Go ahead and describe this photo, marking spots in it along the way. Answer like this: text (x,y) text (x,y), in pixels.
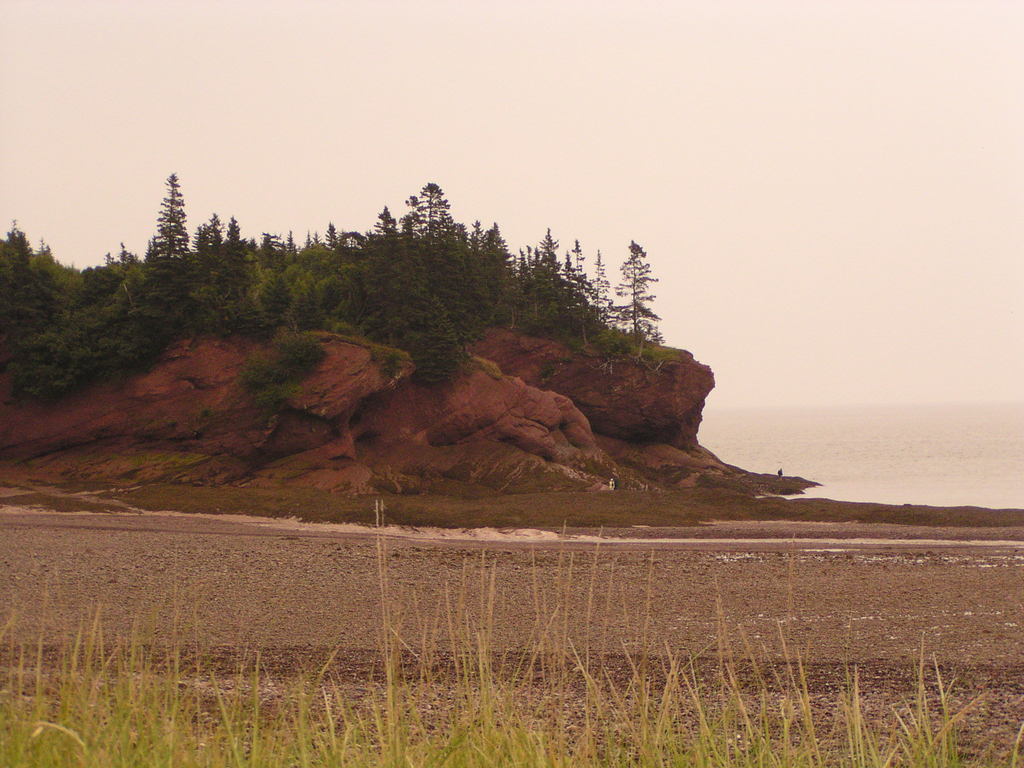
In this image there is a big rock (195,357) on which there are plants (272,272). At the bottom (511,561) there is sand (556,625) on which there is grass (587,667). At the top (753,145) there is sky (737,152).
